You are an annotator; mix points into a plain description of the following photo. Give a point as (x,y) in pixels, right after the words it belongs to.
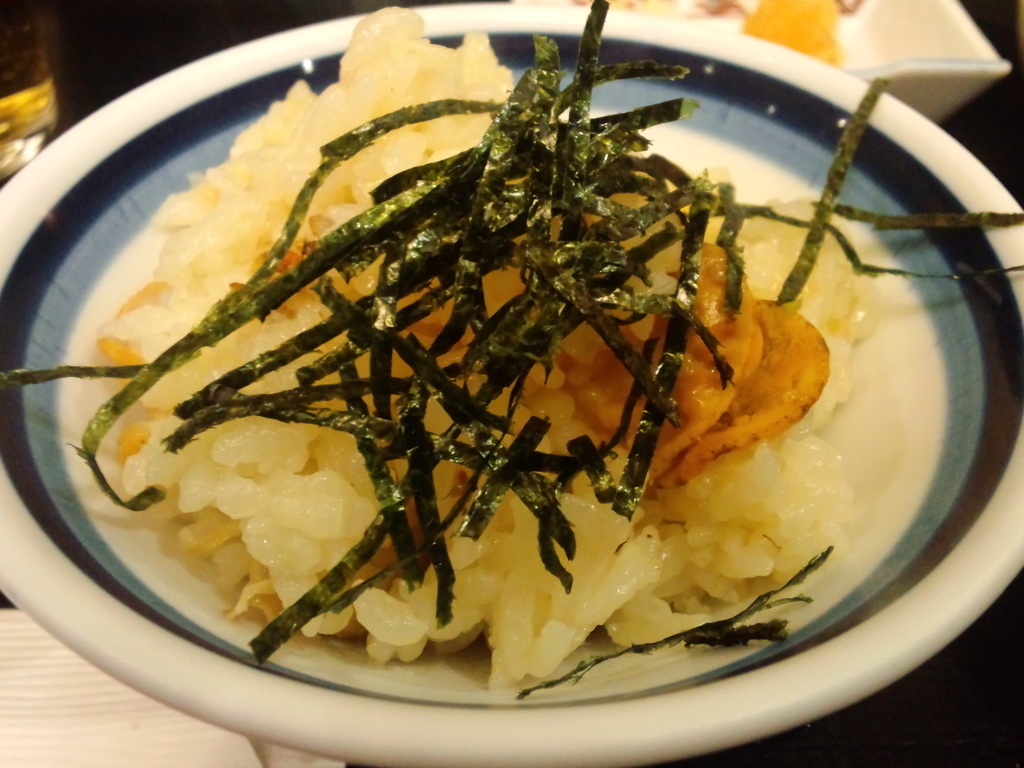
In the image we can see a table (100,90), on the table (1007,609) there is a plate (673,94), in the plate (714,105) there is food (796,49). Behind the plate (458,16) there is glass (42,110).
